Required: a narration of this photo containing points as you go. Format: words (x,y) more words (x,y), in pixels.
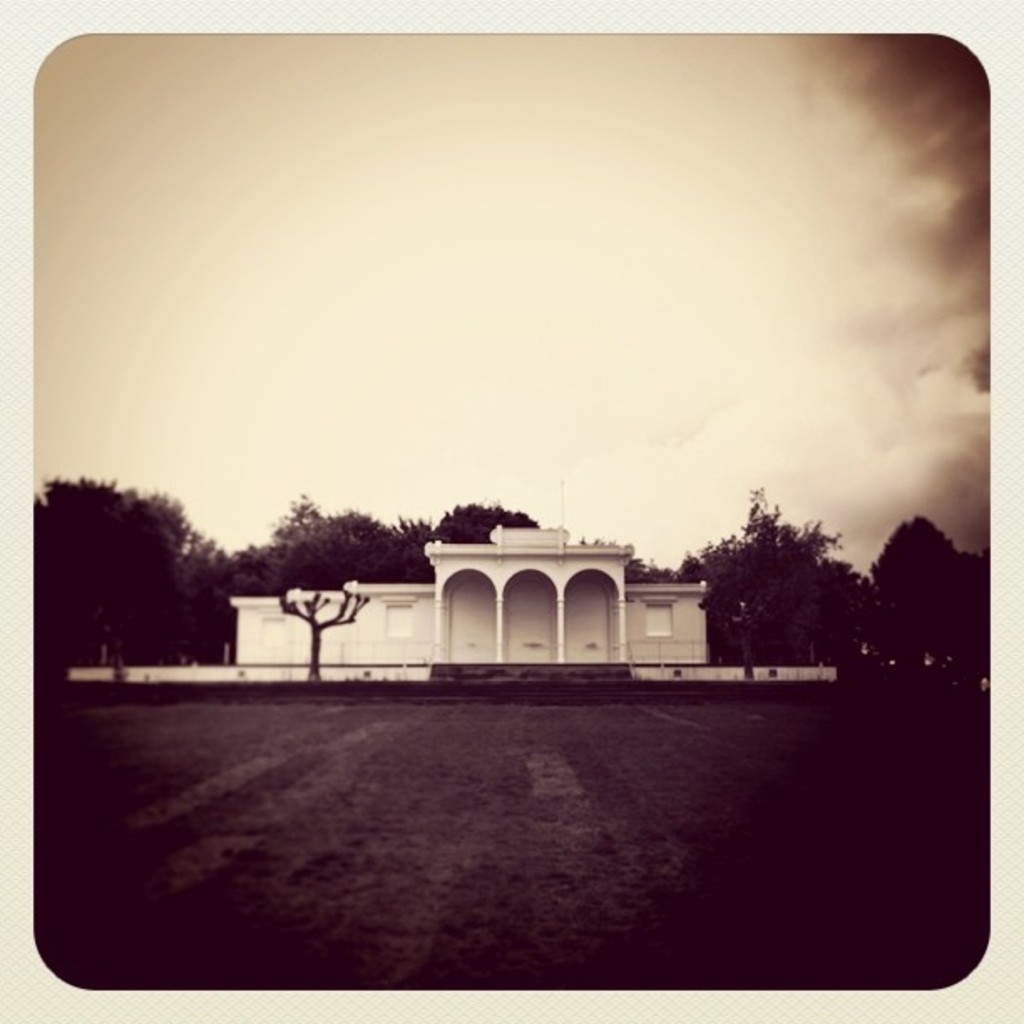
In this picture we can see ground (423,727), building (434,631) and pillars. In the background of the image (96,534) we can see trees (761,523) and sky (596,312).
